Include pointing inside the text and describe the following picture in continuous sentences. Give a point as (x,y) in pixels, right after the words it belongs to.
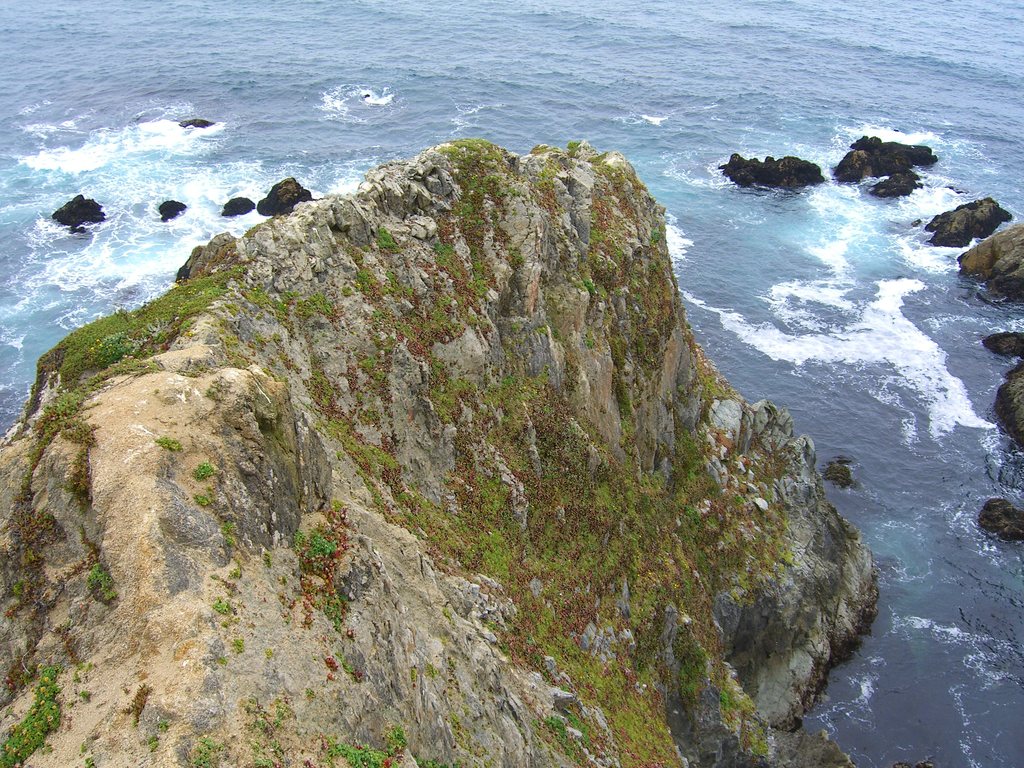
In this image there are rocks (445,667). In the background (723,269) there is water (385,77).
